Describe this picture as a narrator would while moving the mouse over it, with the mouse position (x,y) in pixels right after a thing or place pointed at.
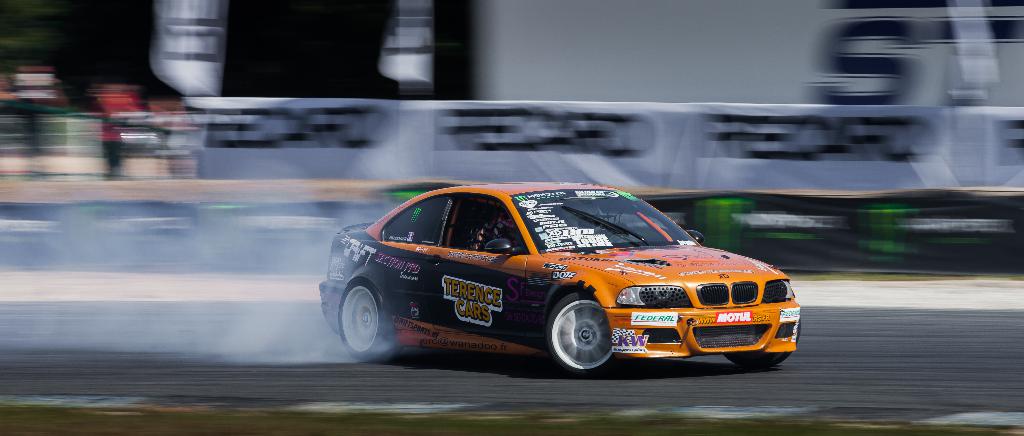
In this image I can see a car (661,284) on the road (676,360). I can see the background (778,68) is blurred.
